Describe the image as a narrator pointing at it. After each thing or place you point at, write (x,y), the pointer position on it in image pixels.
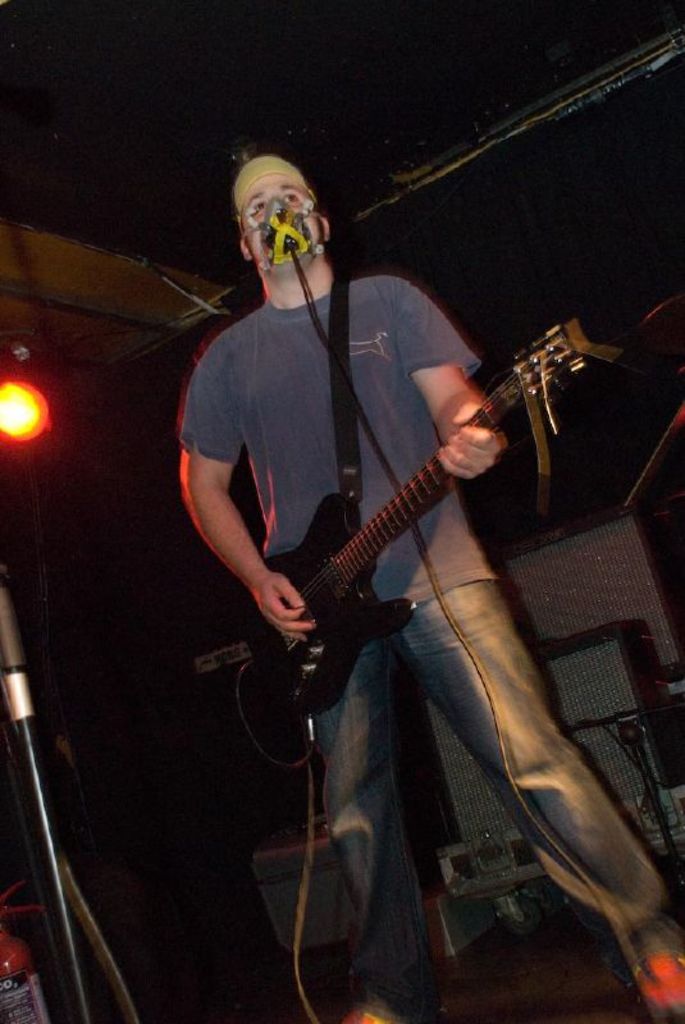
There is one man (451,440) standing and playing a guitar (281,566) as we can see in the middle of this image (373,616). We can see a light (38,402) on the left side of this image (6,439). We can see some objects (500,803) are present in the background (572,631).
